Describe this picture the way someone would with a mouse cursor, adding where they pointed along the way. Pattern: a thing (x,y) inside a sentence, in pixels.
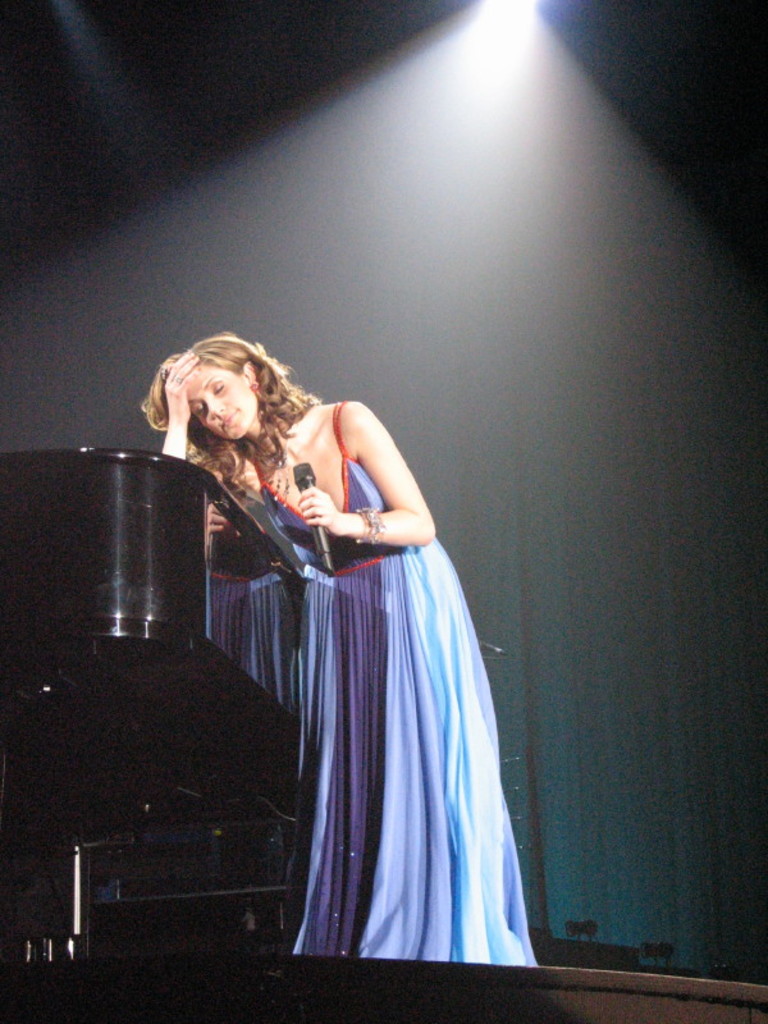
In this image we can see a woman (338,912) standing on the stage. She is holding a microphone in her left hand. Here we can see the musical instrument (230,563) on the stage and it is on the left side (241,708). Here we can see the lighting arrangement (451,99) on the top (484,29).
